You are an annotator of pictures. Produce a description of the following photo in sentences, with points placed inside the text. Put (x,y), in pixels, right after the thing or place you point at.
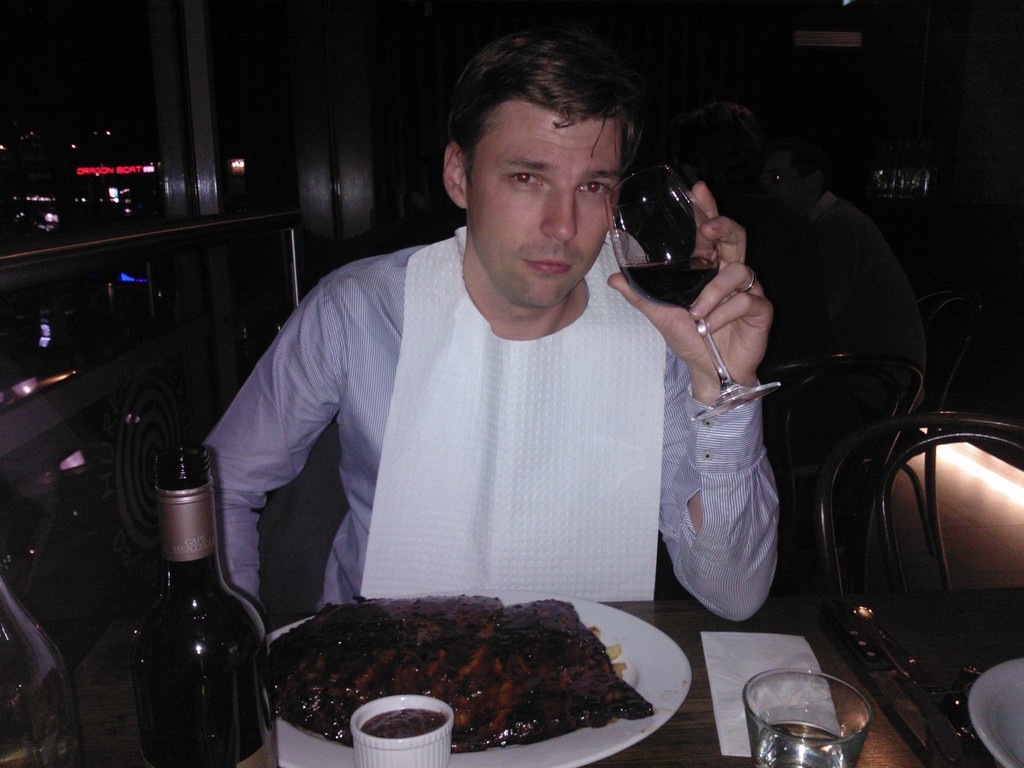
This picture is of inside. In the foreground (508,127) we can see a man (390,335) wearing blue color shirt (368,371), holding the glass of drink (680,277) and sitting on the chair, in front of him there is a table (688,732), on the top of which a plate of food (606,647), a bottle (220,650) and glasses (781,739) are placed. In the background (882,284) we can see the group of persons (813,208) sitting on the chairs (935,300) and a wall (986,93).
